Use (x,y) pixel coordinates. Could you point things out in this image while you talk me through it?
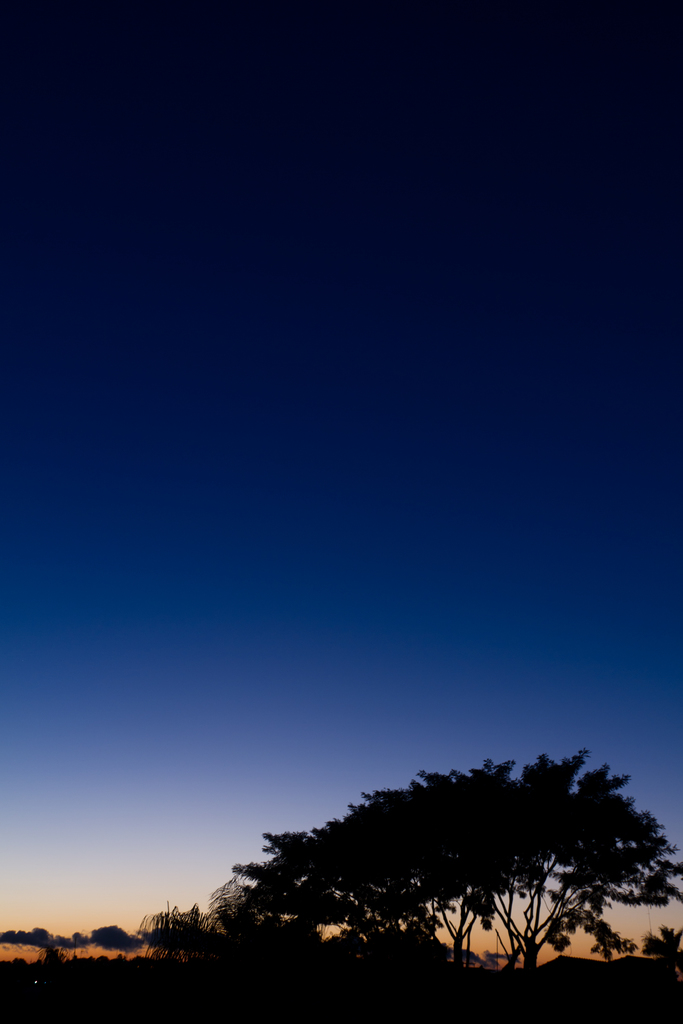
In this image, I can see the sky (350,330), which is blue in color. At the bottom of the image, I can see the trees (512,931).
